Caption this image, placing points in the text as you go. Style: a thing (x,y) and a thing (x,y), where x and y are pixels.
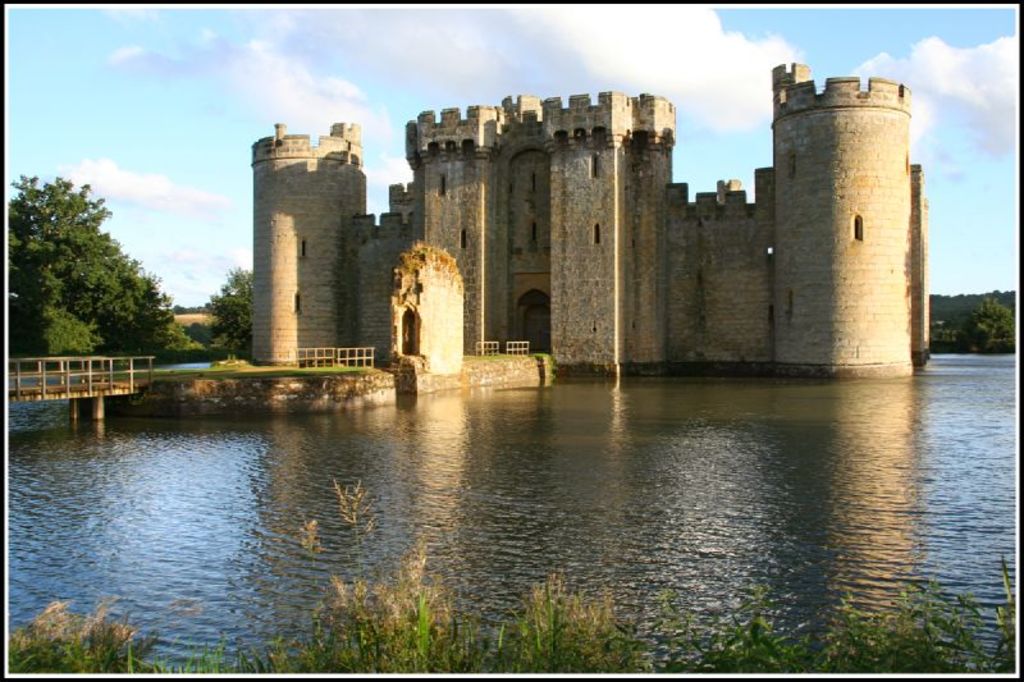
This is water (541,440). Here we can see a fence (69,383), trees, grass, and ancient architecture (829,233). In the background (813,24) we can see sky (868,72) with clouds (911,72).
